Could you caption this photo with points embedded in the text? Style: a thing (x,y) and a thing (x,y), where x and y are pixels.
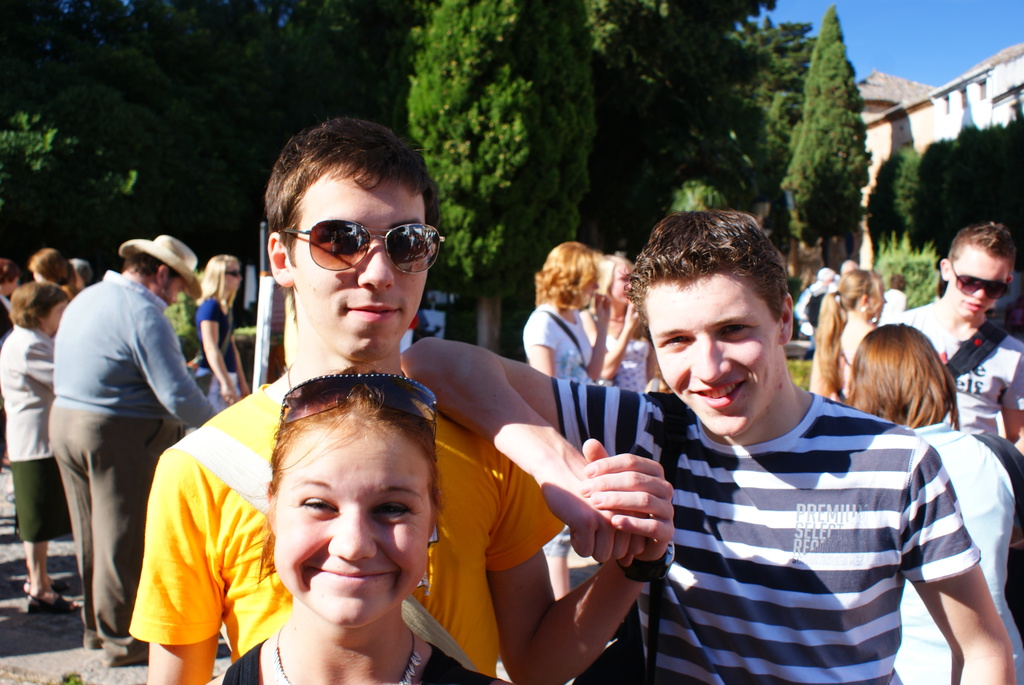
In this image we can see a group of people (868,515) standing on the ground (58,616). On the right side of the image (909,125) we can see a building (967,100) with windows (981,93) and some plants (887,272). At the top of the image (984,211) we can see a group of trees (721,80) and the sky (904,42).
